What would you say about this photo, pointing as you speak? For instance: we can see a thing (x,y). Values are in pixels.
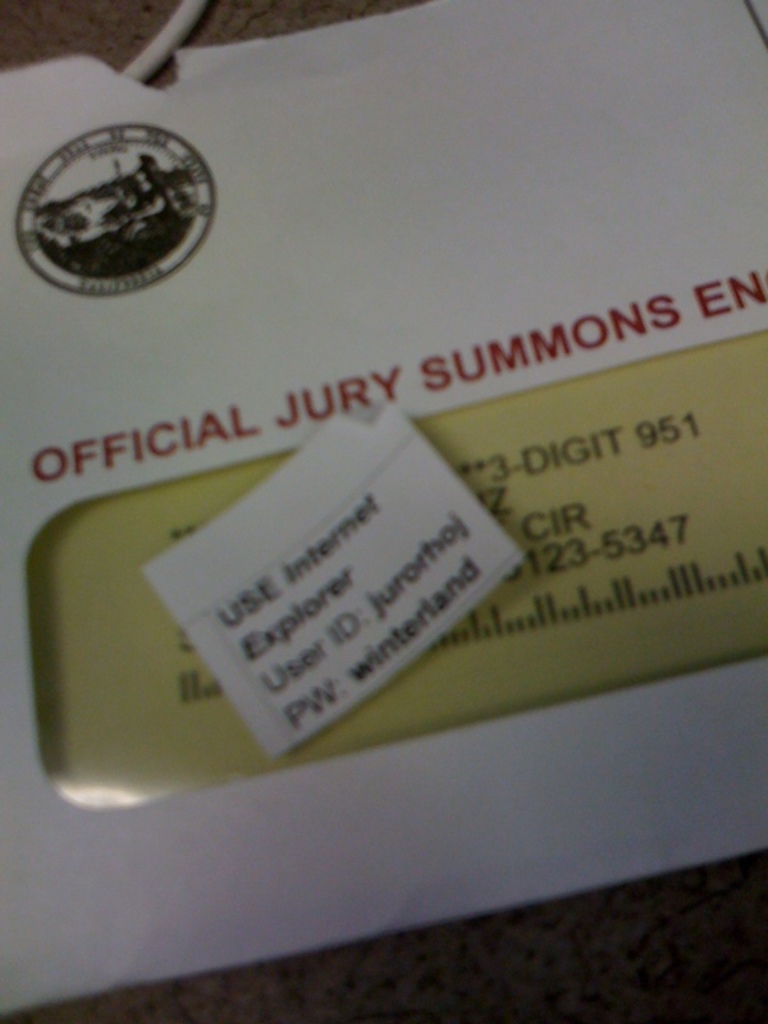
In this image in the foreground (757,677) I can see a white envelope (57,244) and something is written on it.
